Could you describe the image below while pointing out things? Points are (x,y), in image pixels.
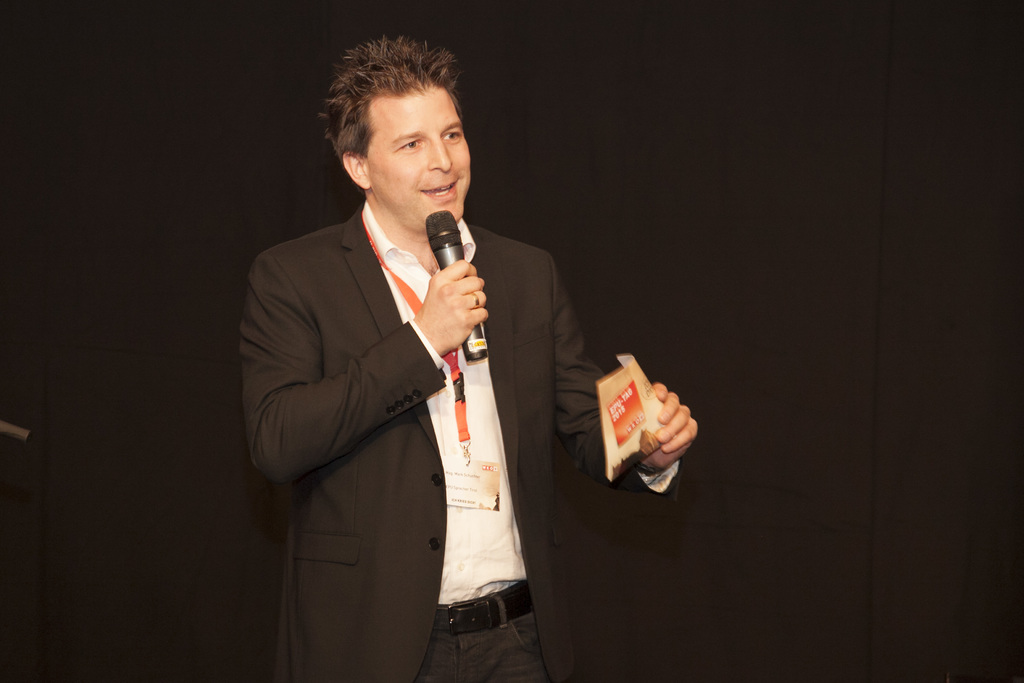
In this picture i could see a person (287,351) dressed up in formals (374,331) in black color blazer (373,456) holding a mic (453,263) in his right hand (462,272) and in his left hand (656,435) i could see some paper (617,422). There is a black colored background (77,408).
